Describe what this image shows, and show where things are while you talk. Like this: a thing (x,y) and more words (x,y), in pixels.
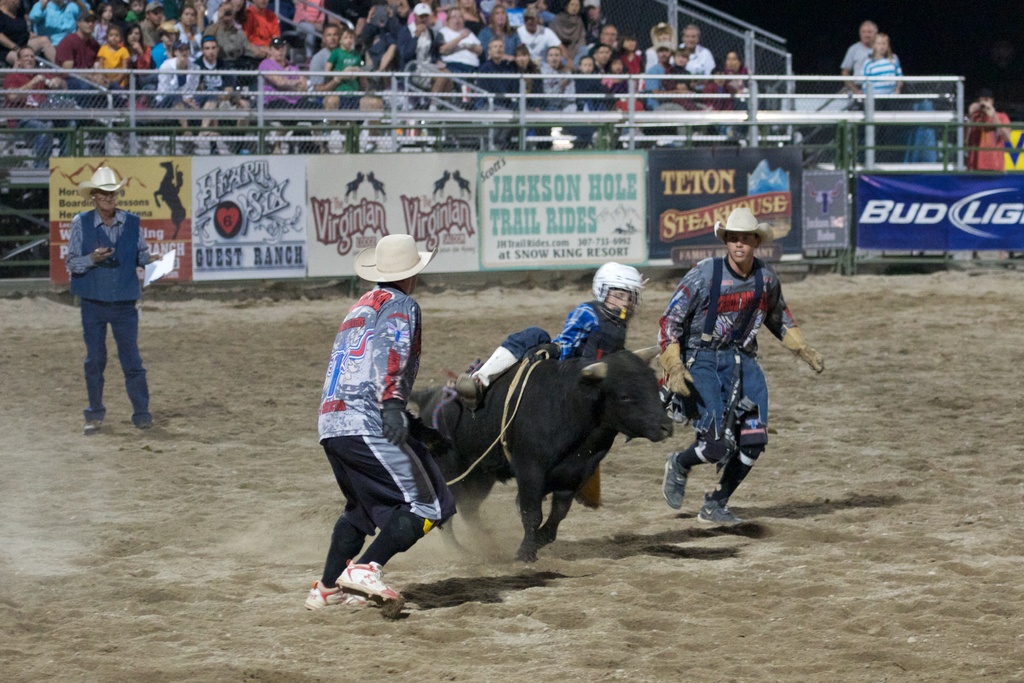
In this picture we can see a person (581,346) riding a bull (586,406), there are three persons (758,375) standing, at the bottom (750,621) there is sand (207,340), in the background (22,22) there are some people (554,34) sitting, we can see hoardings (664,165) here, this person (604,322) wore a helmet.
